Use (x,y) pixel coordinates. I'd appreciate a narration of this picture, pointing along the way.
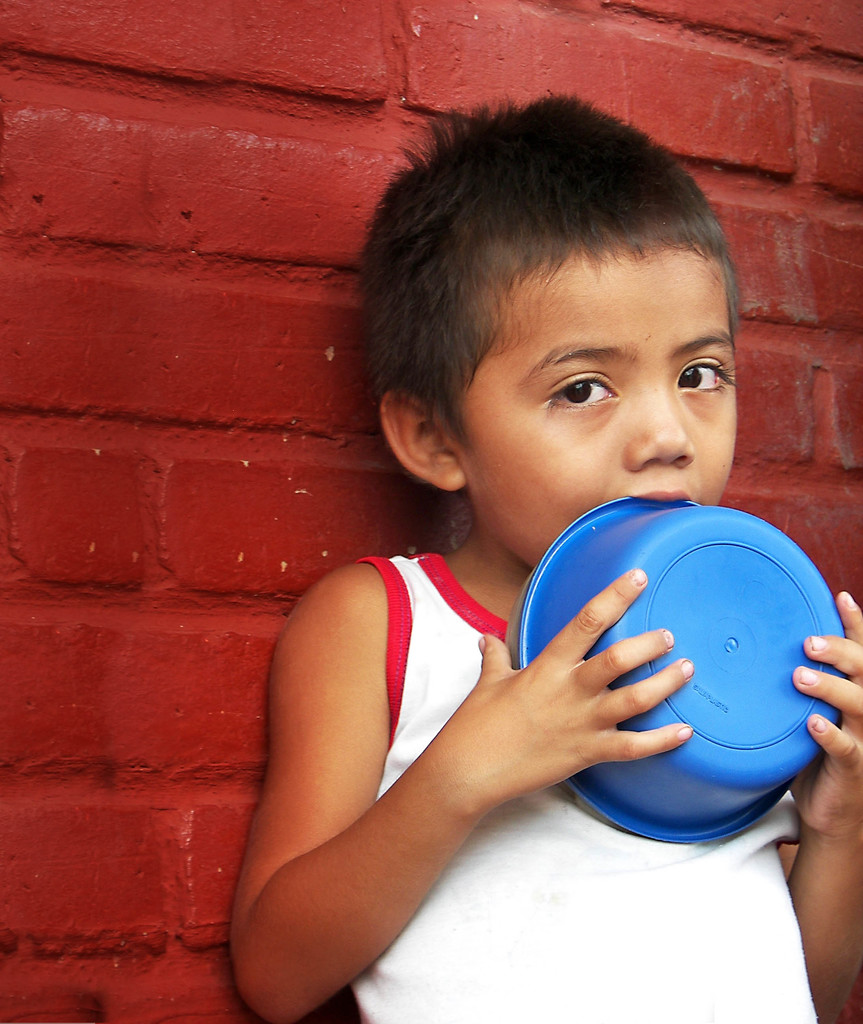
In this image, we can see a boy (516,860) is holding a blue bowl (682,701) and seeing. Background (177,691) we can see a red brick wall (302,298).
